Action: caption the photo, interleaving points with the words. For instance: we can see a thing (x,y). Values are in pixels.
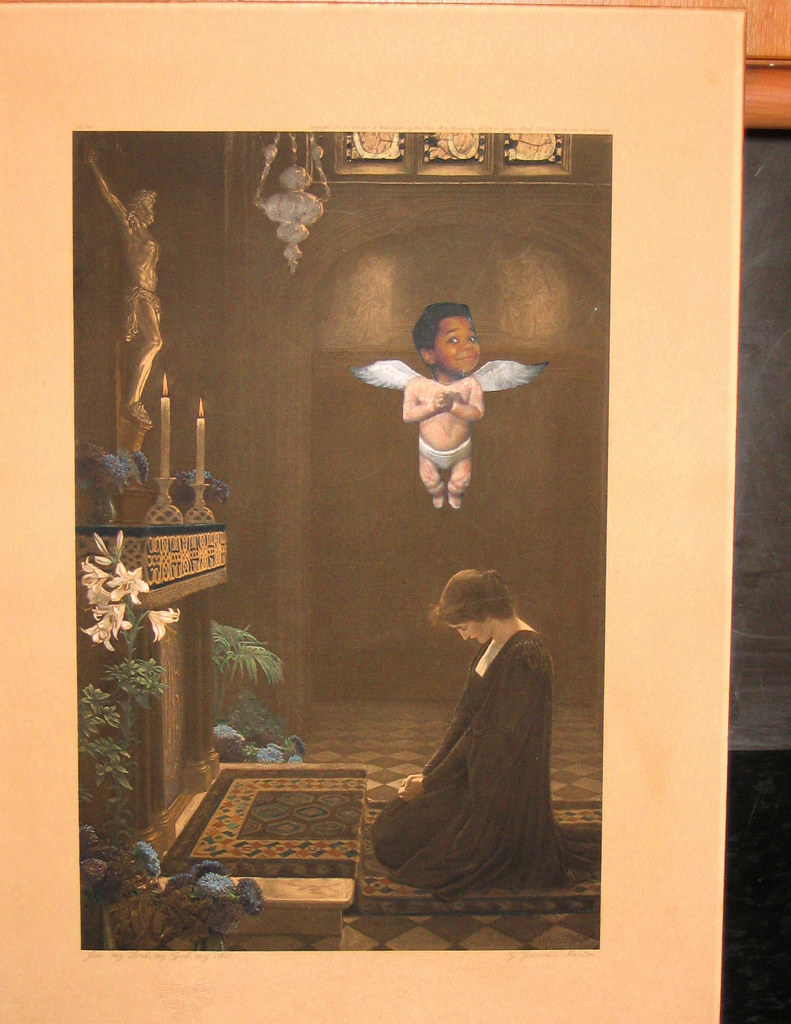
This image consists of a photo frame (119,507) in which there is a woman (460,711) sitting on the knees (414,881). At the top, a boy picture (456,430) is edited. To the left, there is an idol (127,336). At the bottom (351,941), there is a floor (348,928).
